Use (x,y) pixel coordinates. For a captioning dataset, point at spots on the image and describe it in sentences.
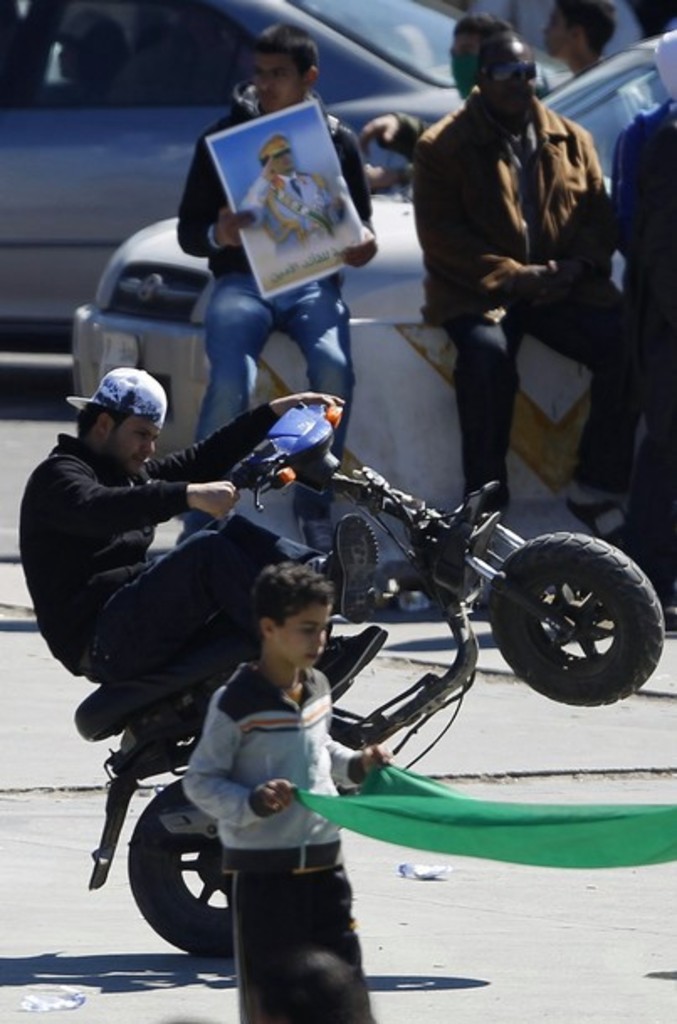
In this image we can see a man (250,434) riding the bike (301,431) on the road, and here a boy (326,683) is standing, and at side a group of people (330,308) are sitting, and here the car (166,337) is parked on the road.
